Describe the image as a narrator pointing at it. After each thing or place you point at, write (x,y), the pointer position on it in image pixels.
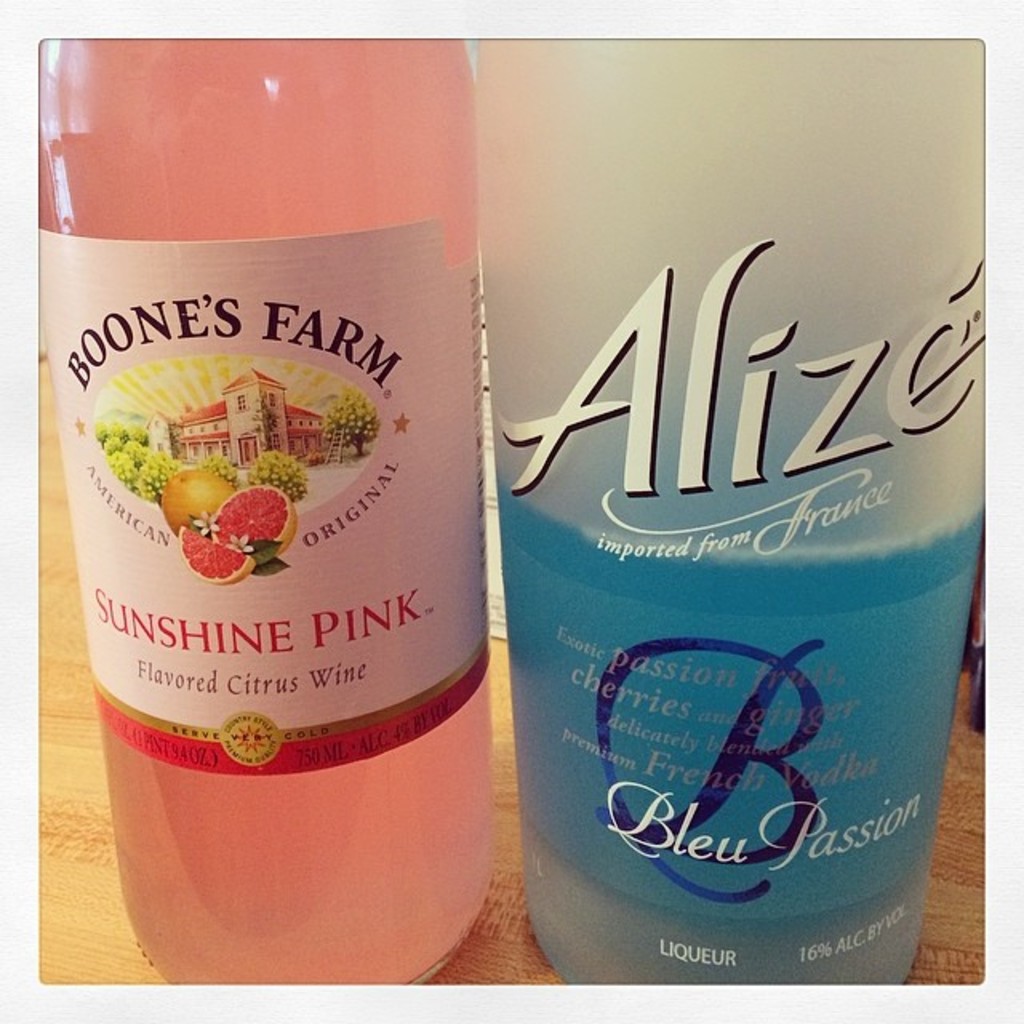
In this image I see 2 bottles (187,126).
